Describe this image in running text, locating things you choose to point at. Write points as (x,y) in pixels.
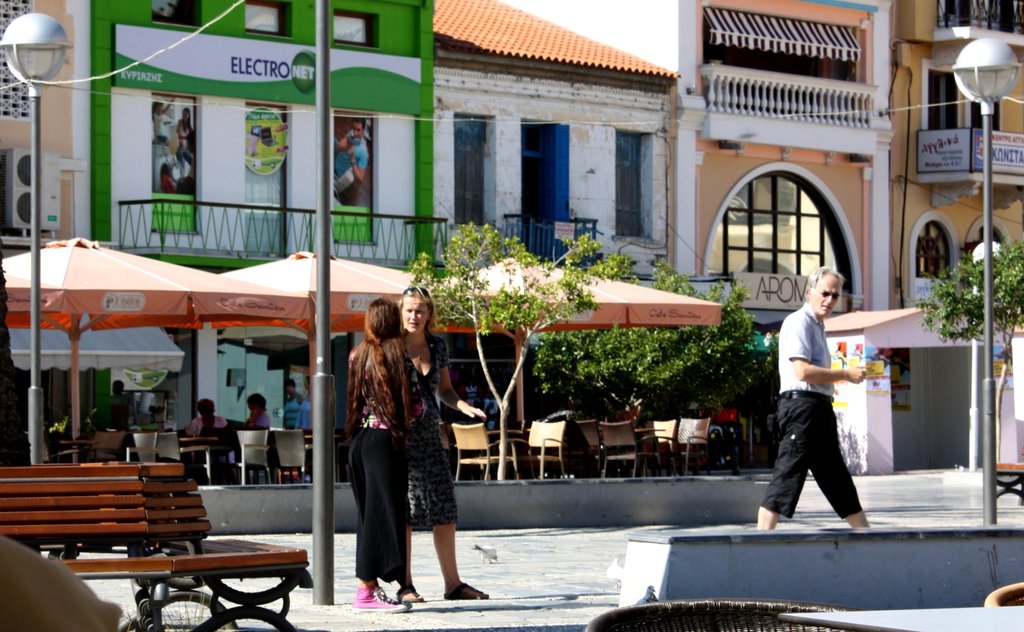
In this picture there are two women (395,410) who are standing. There is a man (805,370) walking. There are two people (262,419) who are sitting in the chair (266,433). There are two persons (304,408) standing. There are some tents (486,291), trees (652,344), street lights (962,70), pole (329,204), buildings (63,207) and air conditioner (19,191) to the building (70,195). There are some posters (341,165), bench (131,515).
